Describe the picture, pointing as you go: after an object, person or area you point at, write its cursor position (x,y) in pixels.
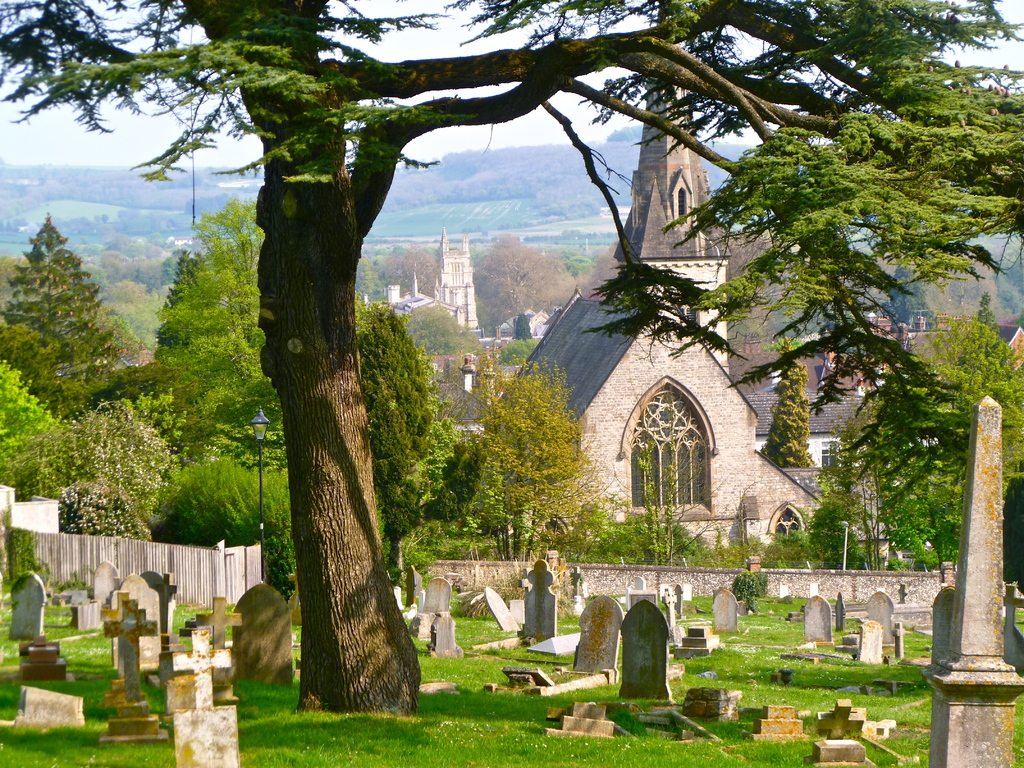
In this image we can see graveyard (507,756). In the foreground of the image (382,680) we can see a tree (318,152). In the background (409,446) we can see group of buildings (456,272), trees (538,449) and sky (85,139).
